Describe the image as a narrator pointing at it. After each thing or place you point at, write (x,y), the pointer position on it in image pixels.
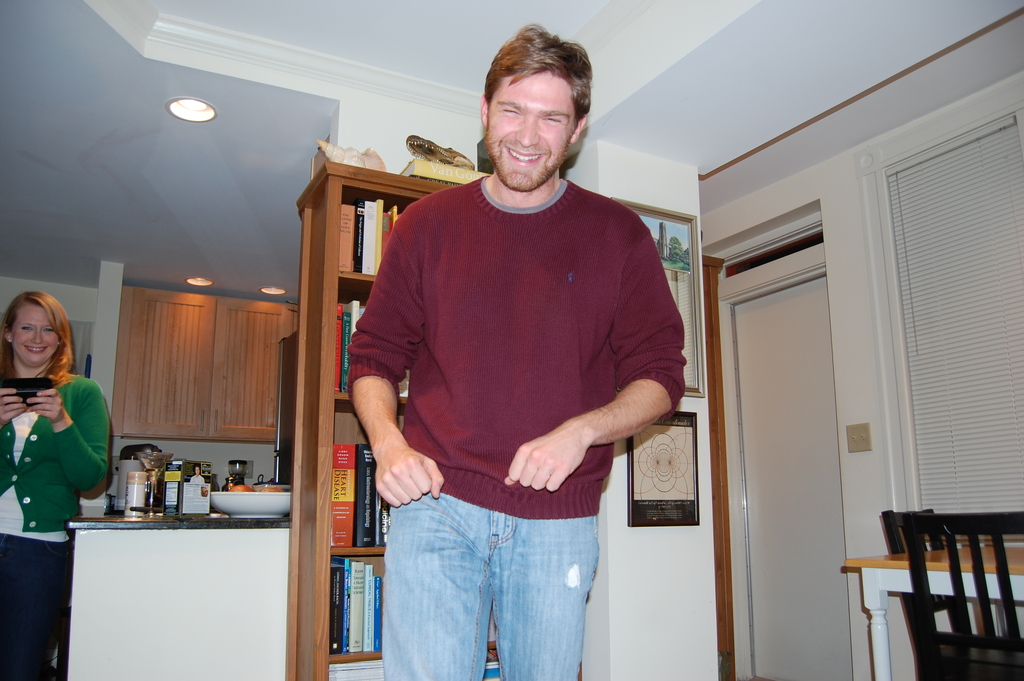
In this image we can see two persons (623,368) standing. In the center of the image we can see group of books (357,219) placed in a rack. On the left side of the image (38,421) we can see a woman (48,445) holding a mobile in her hand (32,406), we can also see some objects (204,493) and a bowl (241,500) placed on the counter top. On the right side of the image (888,522) we can see chairs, table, window (975,260) and a door (818,654). In the background (231,395), we can see cupboard (225,375) and some lights (210,106) on the ceiling (216,153).
